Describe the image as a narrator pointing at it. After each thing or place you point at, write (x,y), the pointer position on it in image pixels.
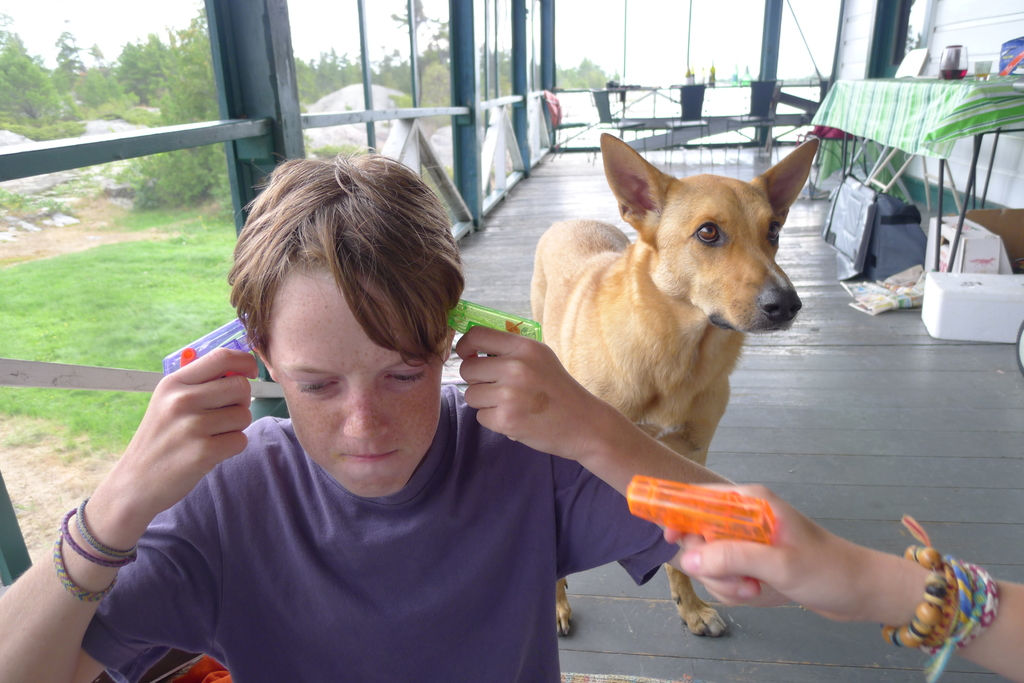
In this image I can see the person (453,398) wearing the purple color dress (414,540) and holding some objects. I can also see the other person hand (852,565). I can see the dog (632,318) which is in brown color. To the right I can see the table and many objects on it. To the left (332,78) I can see many trees (304,76) and the sky (376,29).
